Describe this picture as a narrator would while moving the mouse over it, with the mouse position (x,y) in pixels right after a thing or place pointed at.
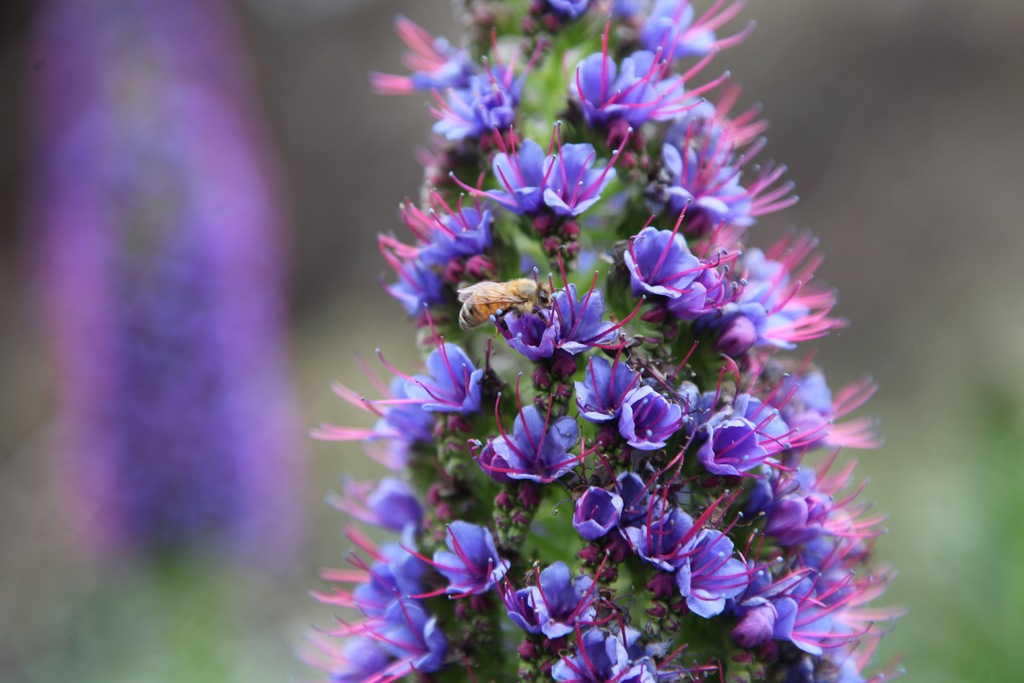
In this image we can see there is a flower plant (448,408).
